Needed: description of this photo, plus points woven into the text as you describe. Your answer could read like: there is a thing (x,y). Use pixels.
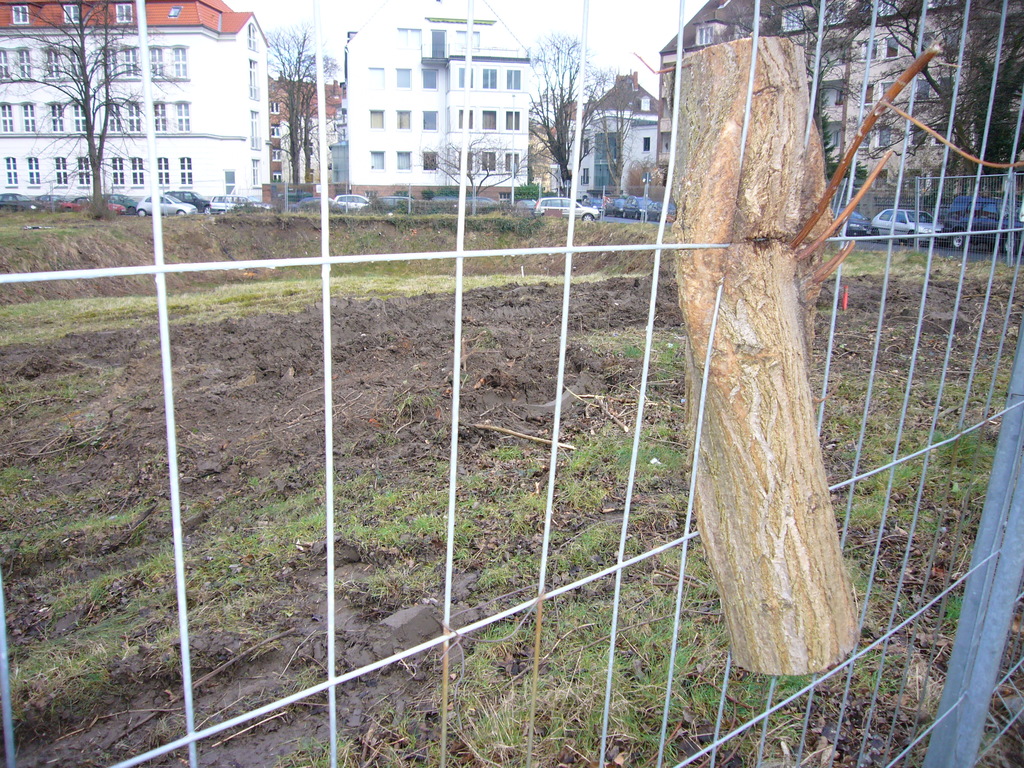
In this image we can see a wooden log (814,188) to a fence (553,596). We can also see some grass (643,465) on the ground (582,441). On the backside (631,201) we can see some vehicles (635,217) on the road (961,253), a group of trees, a metal fence (1010,255), some buildings (735,31) with windows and the sky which looks cloudy.
